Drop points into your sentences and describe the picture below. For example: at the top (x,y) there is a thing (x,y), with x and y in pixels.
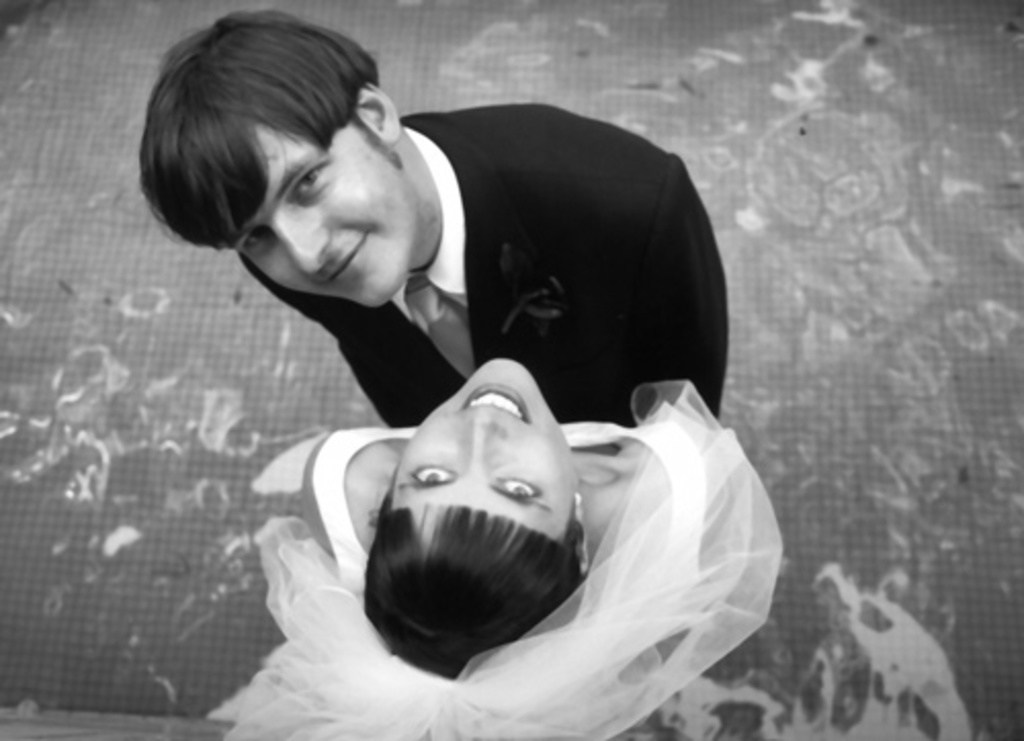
There is a man (359,188) and woman (304,550) standing. Woman (355,576) is wearing a veil (515,689). This is a black and white picture.
